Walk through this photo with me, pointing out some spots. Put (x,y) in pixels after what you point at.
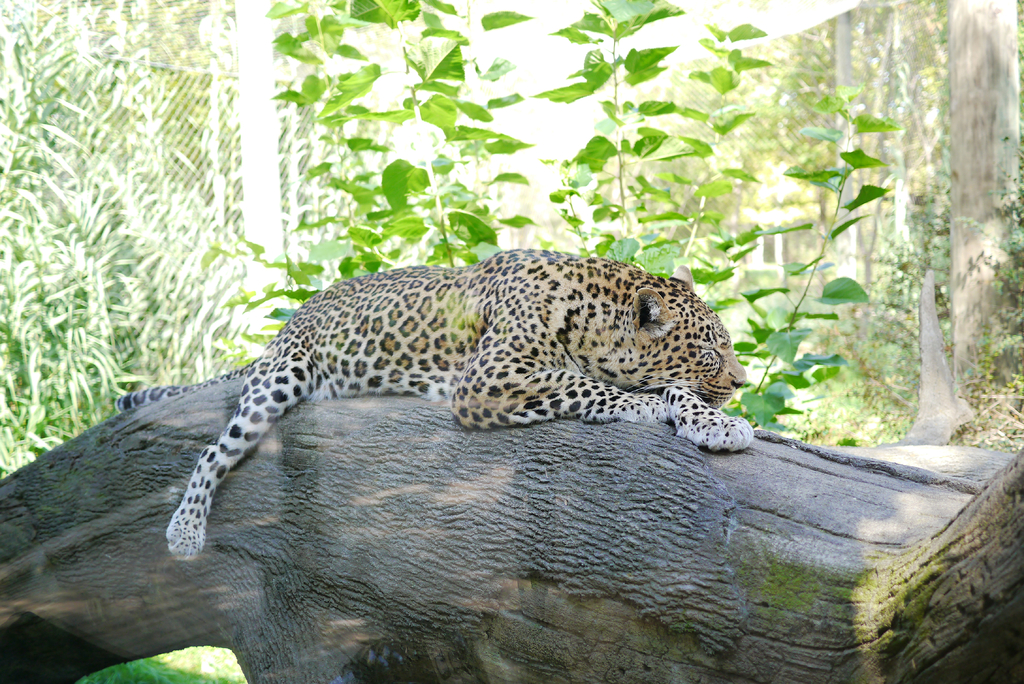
In this image there is a tree trunk (512,566) on which there is a leopard (517,327). In the background (497,174) there are tall trees (659,200).
